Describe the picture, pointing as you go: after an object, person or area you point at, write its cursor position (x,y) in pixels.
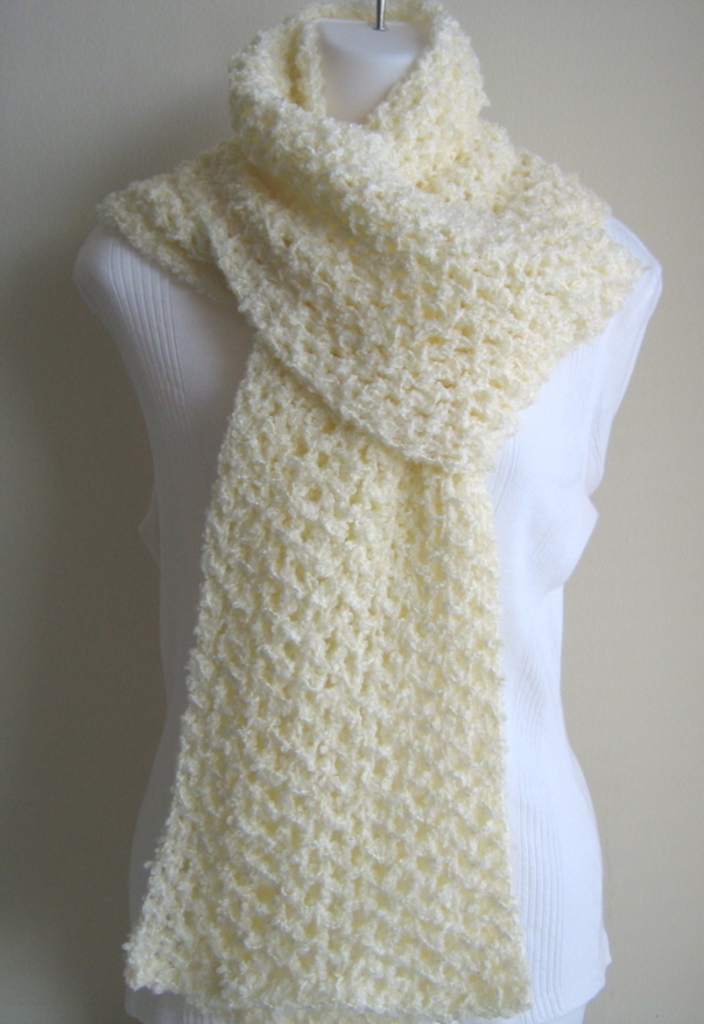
In this picture we can see a mannequin (372,568) with clothes (327,515) on it and in the background (630,819) we can see the surface (630,819).
